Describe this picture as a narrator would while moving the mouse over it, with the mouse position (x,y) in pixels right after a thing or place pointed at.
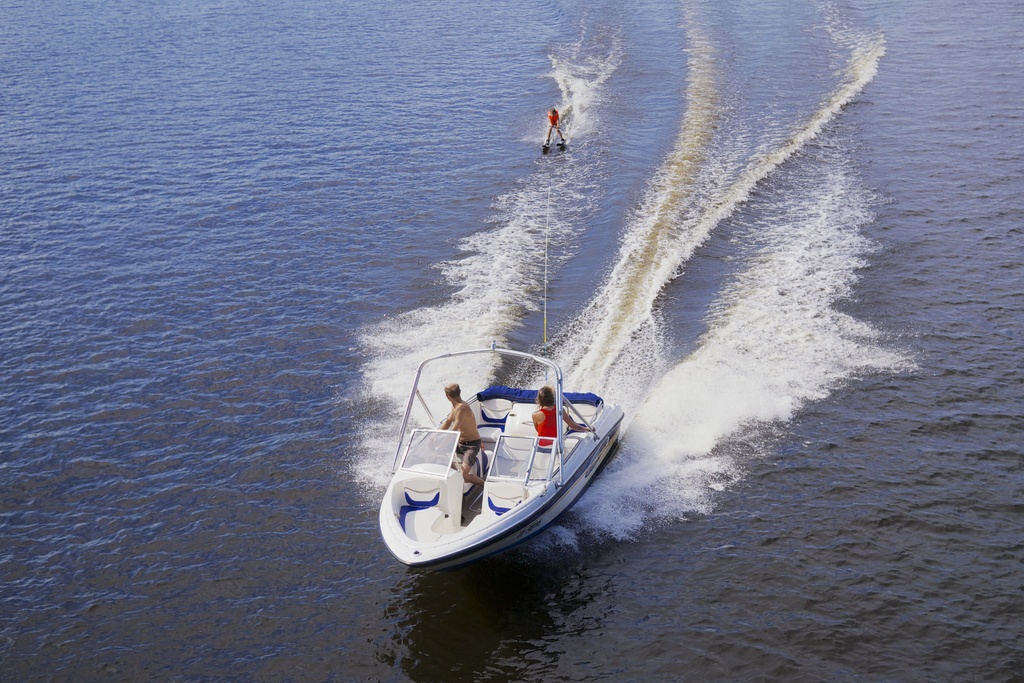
In this picture we can see there are two people (457,449) sitting on a boat (496,454) and the boat (487,465) is on the water (474,571). Behind the boat (510,463), a person (554,109) is surfing with the surfboards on the water (538,230) and the person (548,142) is holding a rope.
